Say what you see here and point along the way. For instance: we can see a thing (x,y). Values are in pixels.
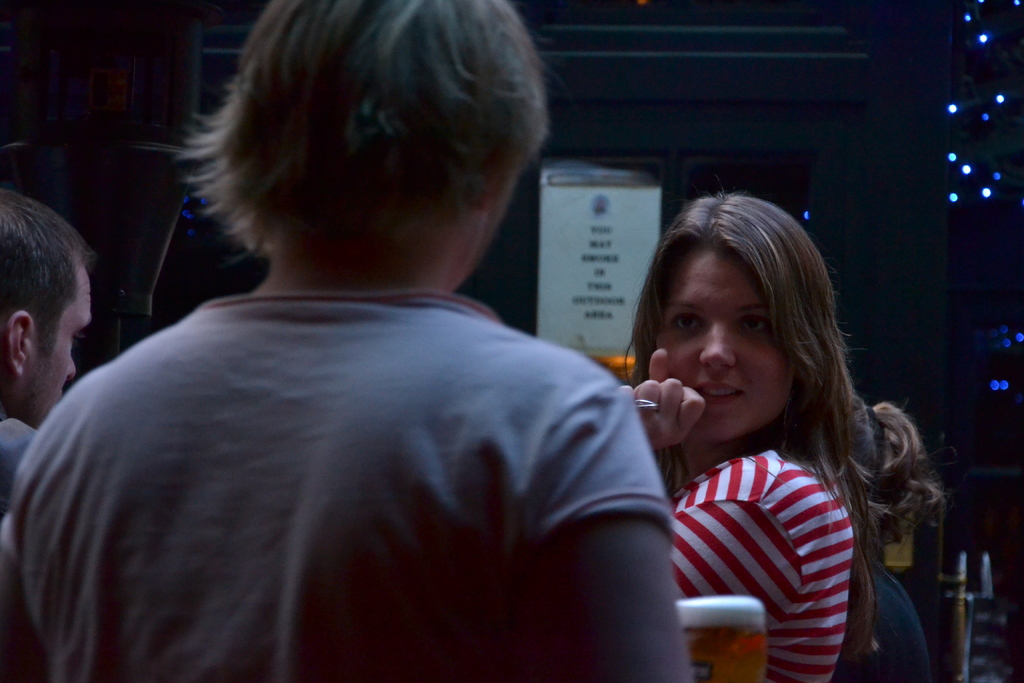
In this picture we can see the women (777,509) wearing a red and white striped t-shirt (763,535), standing and looking straight In the front (395,647) we can see the boy (406,639). Behind there is a dark background (848,106).
